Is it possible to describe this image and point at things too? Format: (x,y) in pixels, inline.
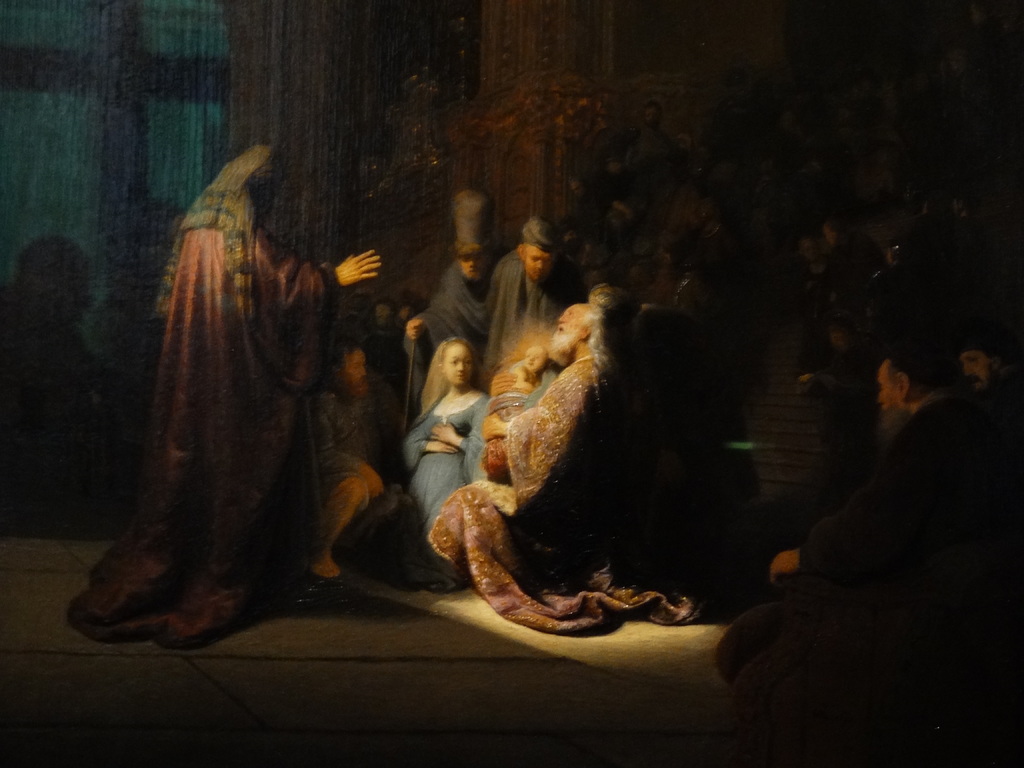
This picture is consists of a poster (317,253), where there are people (502,312) in the center of the image (489,351) and there are curtains (18,130) in the background area of the image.
